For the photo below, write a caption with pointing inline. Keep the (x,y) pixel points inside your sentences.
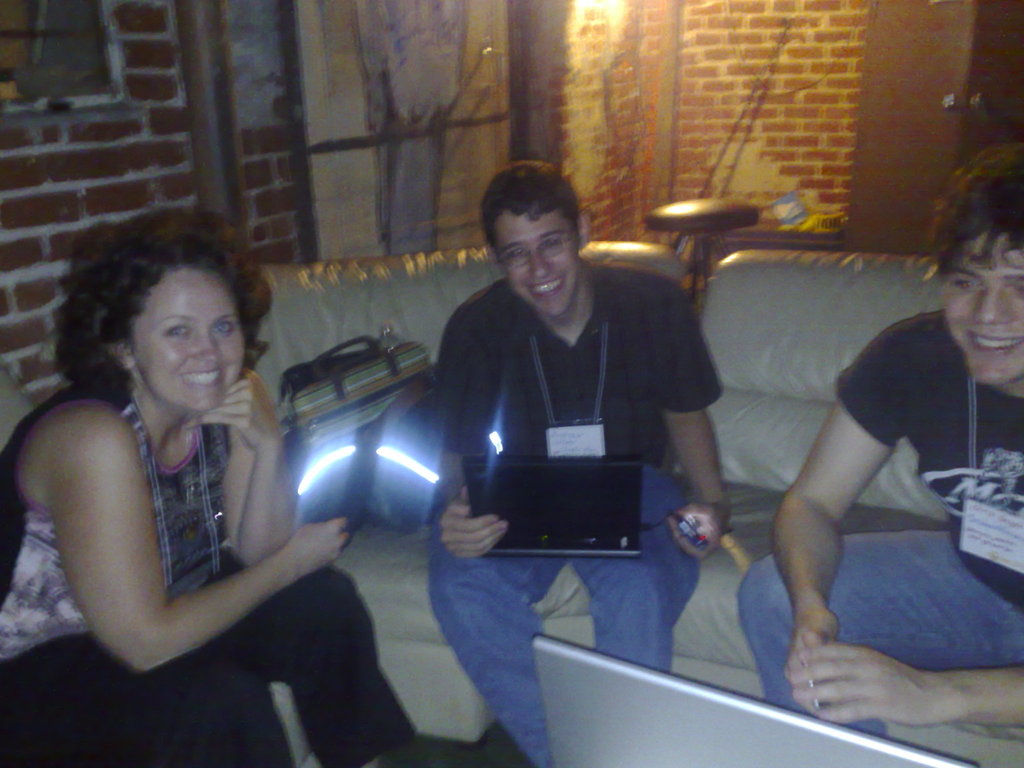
In this image there are three persons (985,425) sitting on a sofa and there is a bag (362,411), in the background (145,3) there is a wall (762,175) and a chair (713,217).
